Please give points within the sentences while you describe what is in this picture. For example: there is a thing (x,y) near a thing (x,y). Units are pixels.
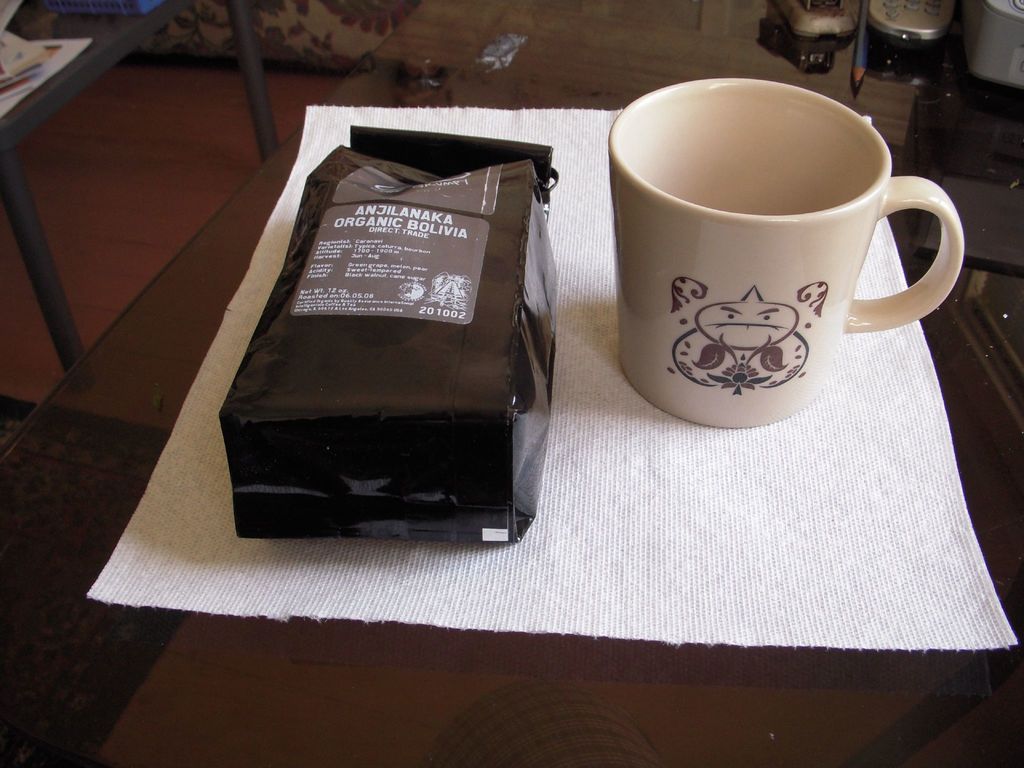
In front of picture, we see a table (567,744) on which white cloth (752,516), cup (758,404) and black cover (449,413) containing sticker (379,258) are placed and on sticker (386,266), we see some text (414,232) written on it and behind that, we see a grey table (77,56) on which book (57,61) is placed.
